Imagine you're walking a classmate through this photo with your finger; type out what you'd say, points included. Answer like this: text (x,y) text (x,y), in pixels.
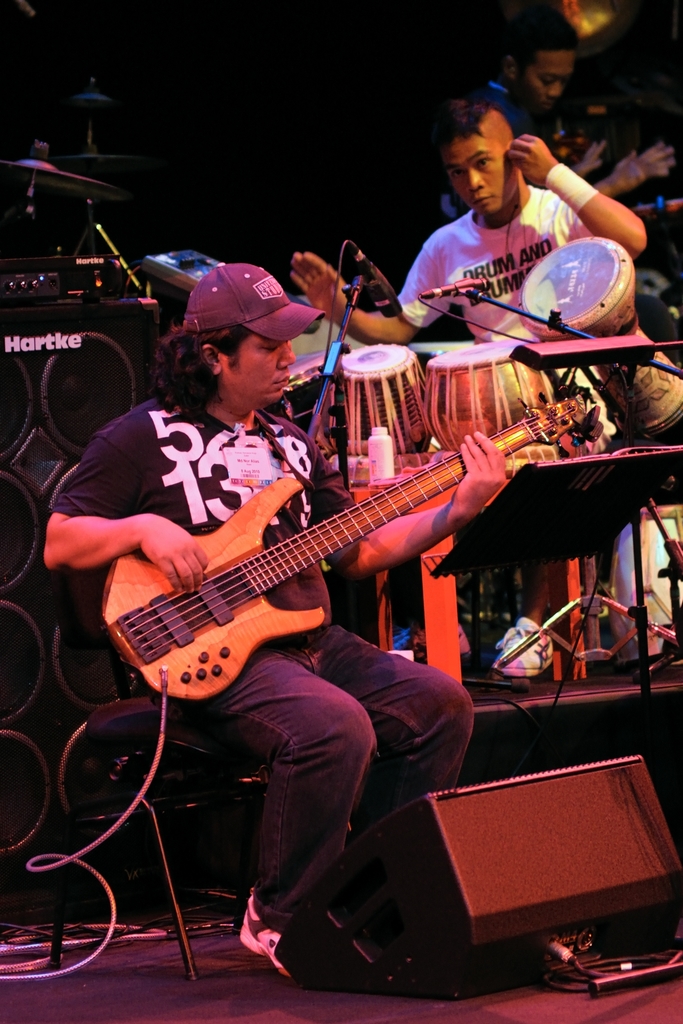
3 people (423,517) are present. the person (285,791) at the front (253,639) is playing guitar (205,622). the person (462,163) at the center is playing drums (495,424). the person (552,63) at the back (559,74) is standing. there are speakers (49,409) at the left (34,565).
